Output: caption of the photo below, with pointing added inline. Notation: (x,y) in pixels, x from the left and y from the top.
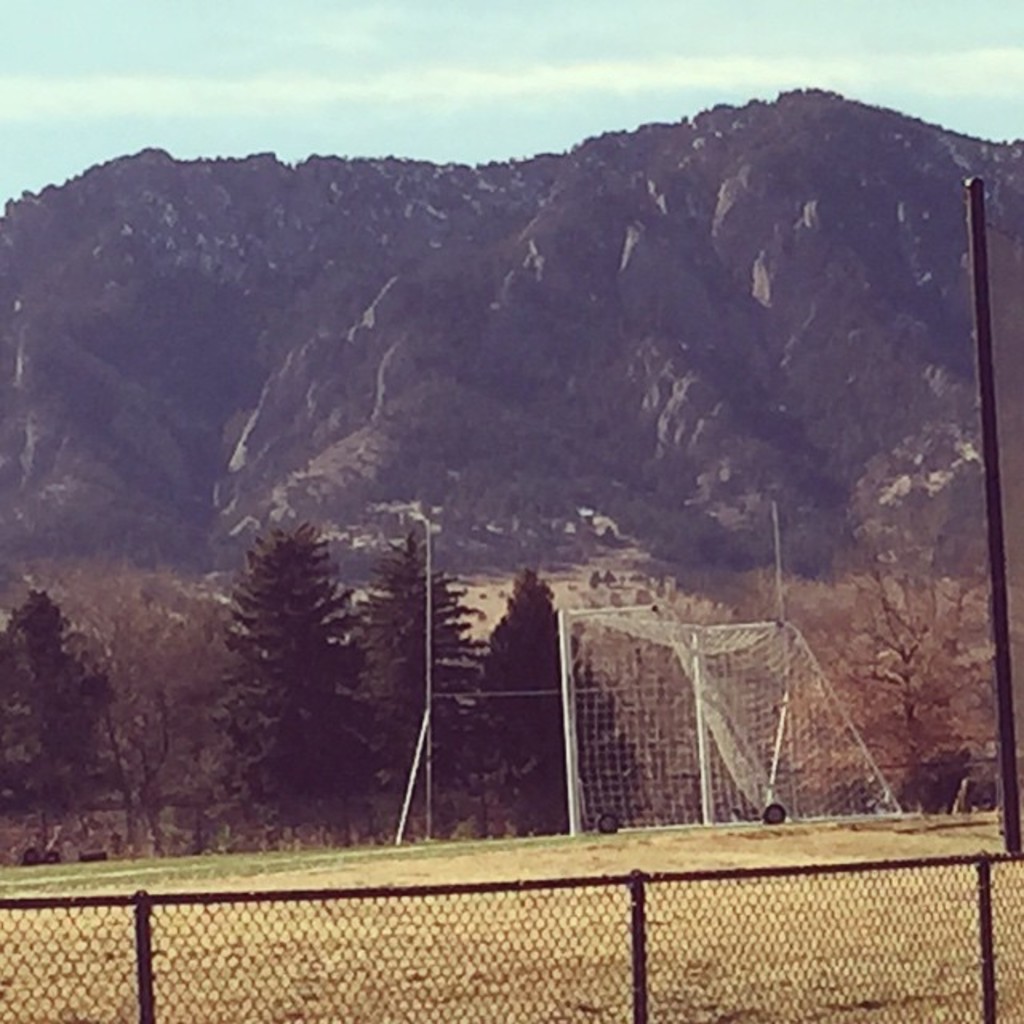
At the bottom of the picture (575,934), we see a fence (560,952). Behind that, we see grass (599,846) and a net (667,759). On the right side (1001,808), we see a pole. There are trees (343,600) and hills (329,445) in the background (365,385). At the top of the picture (342,100), we see the sky (456,34).
